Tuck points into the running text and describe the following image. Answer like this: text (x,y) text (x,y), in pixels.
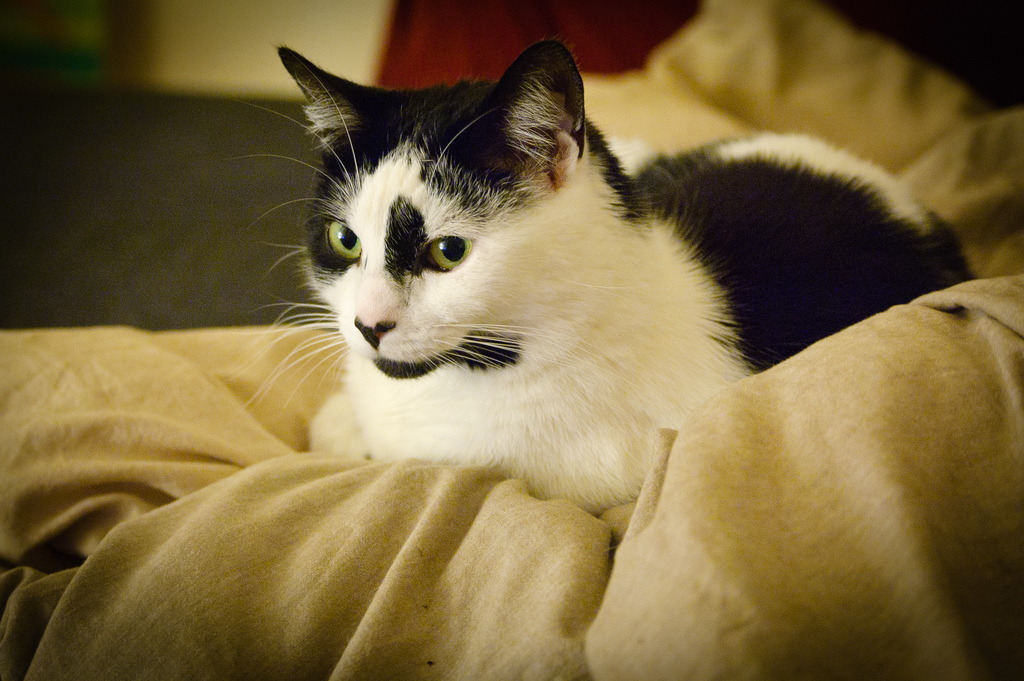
In the picture I can see a cat (394,208) which is in black and white color is sitting on the surface (565,540) and the background of the image (12,114) is blurred.
